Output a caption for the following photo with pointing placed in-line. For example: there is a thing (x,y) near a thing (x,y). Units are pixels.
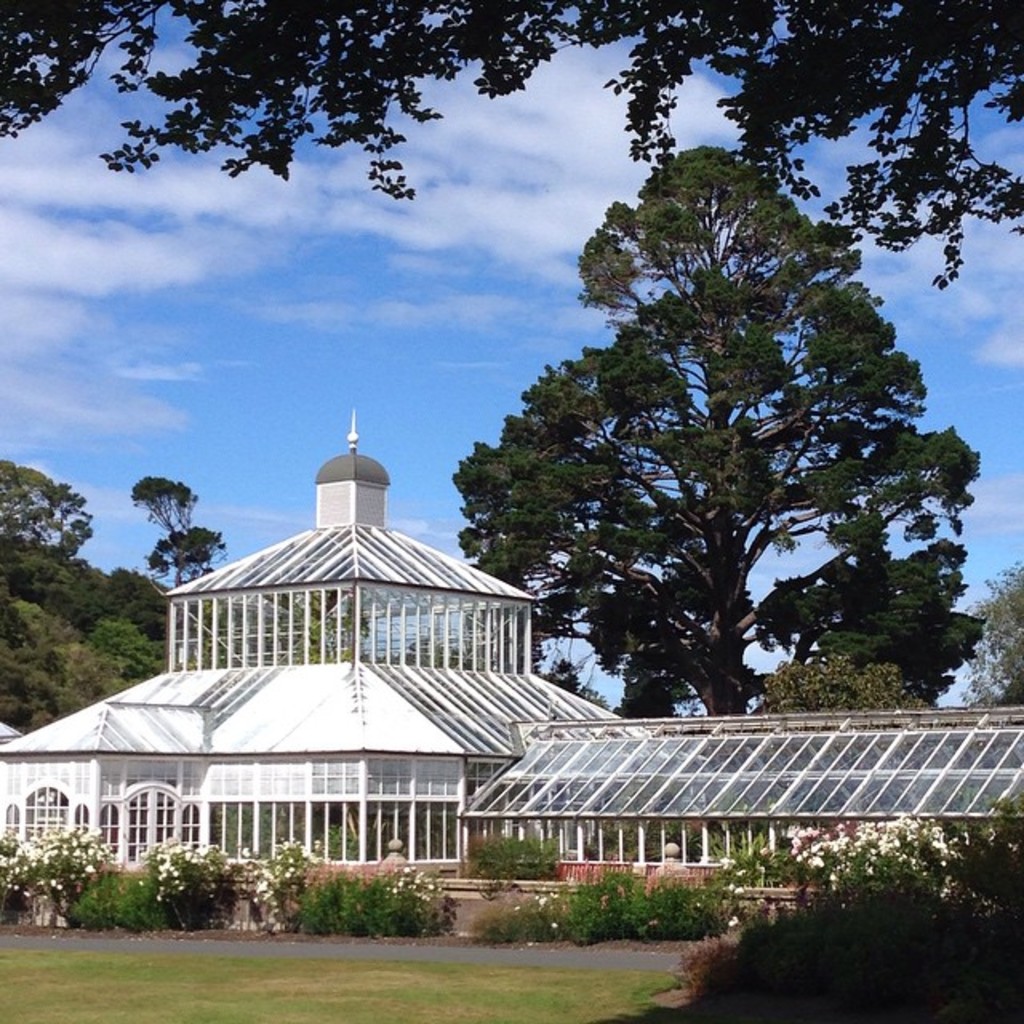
In the center of the image (434,639), we can see a building (384,739) and there are railings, trees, planted along with flowers (802,864) and we can see poles (458,828). At the top (263,297), there are clouds (152,253) in the sky (313,339) and at the bottom (217,962), there is ground (219,970).
